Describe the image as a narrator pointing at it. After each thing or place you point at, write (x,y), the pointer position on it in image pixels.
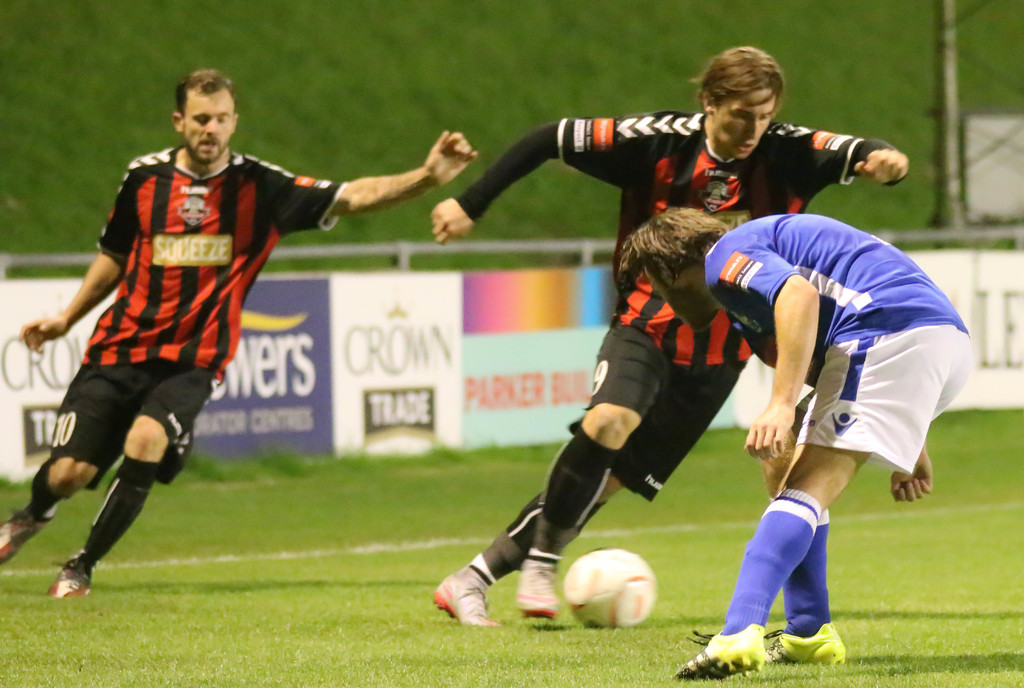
In the image there are players (717,246) playing football in a ground (332,622) and behind them there is a banner (1,363).
